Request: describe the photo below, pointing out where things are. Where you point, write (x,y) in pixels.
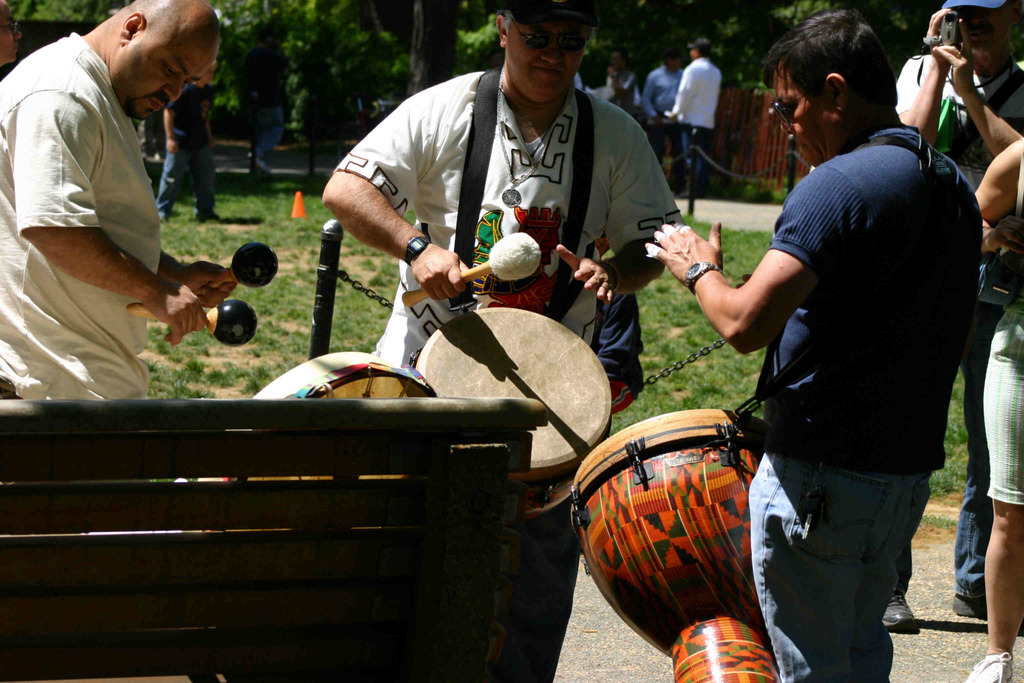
There is a group of people (620,151). They are standing. In the front (561,137) we have a three person (347,190). The three persons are playing instruments (715,415). We can see in the background (300,237) there is a tree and grass (295,250).
